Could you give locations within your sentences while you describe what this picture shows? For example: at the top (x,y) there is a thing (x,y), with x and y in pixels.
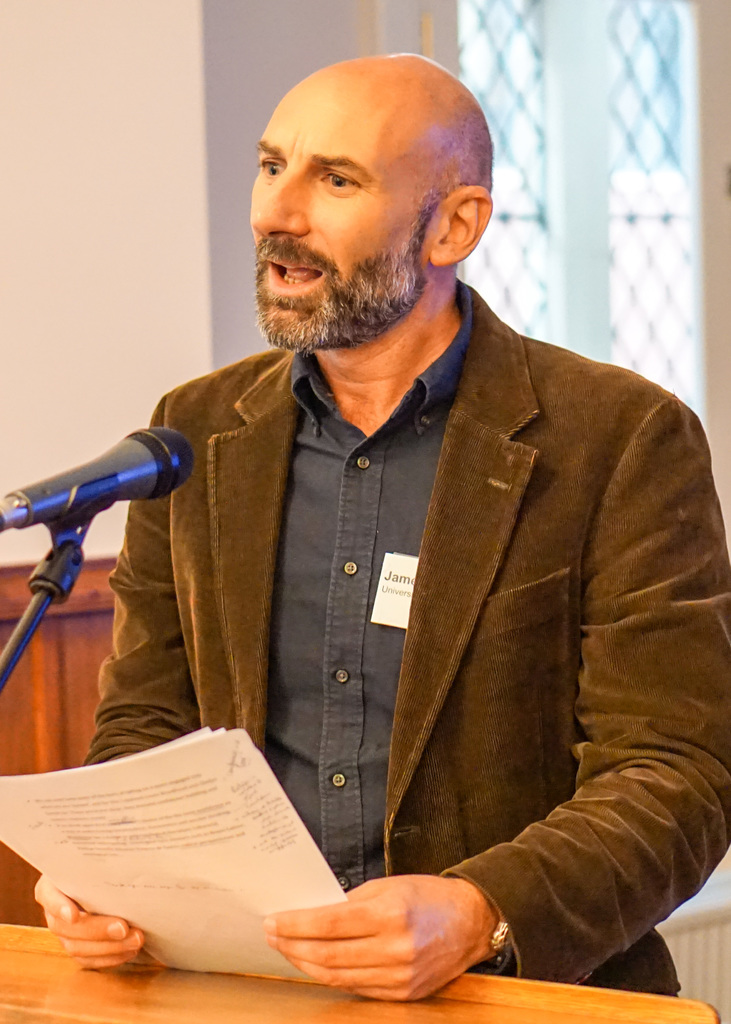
There is a man (290,577) talking on the mike (177,451) and he is holding papers (111,841) with his hands (377,931). This is table (253,986). In the background (506,308) we can see a wall (204,60) and a window (614,303).
